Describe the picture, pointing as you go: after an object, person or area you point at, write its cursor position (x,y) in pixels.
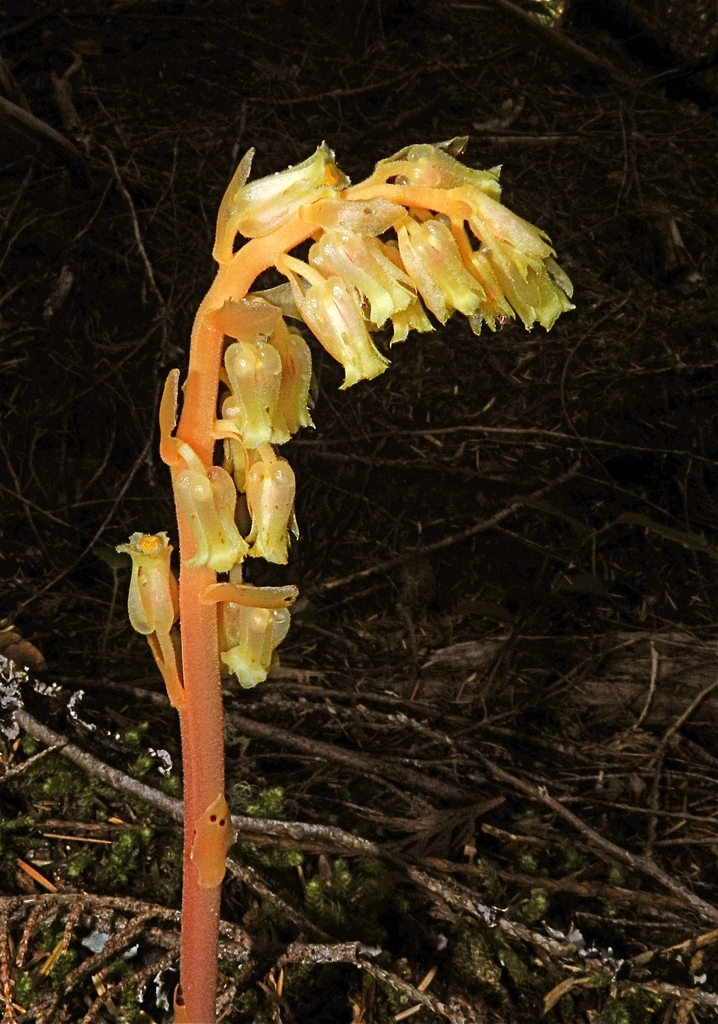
In this image I can see a flower (283,400) which is in cream, yellow, orange color. Back I can see few stems (449,822) and dark background (458,731).
